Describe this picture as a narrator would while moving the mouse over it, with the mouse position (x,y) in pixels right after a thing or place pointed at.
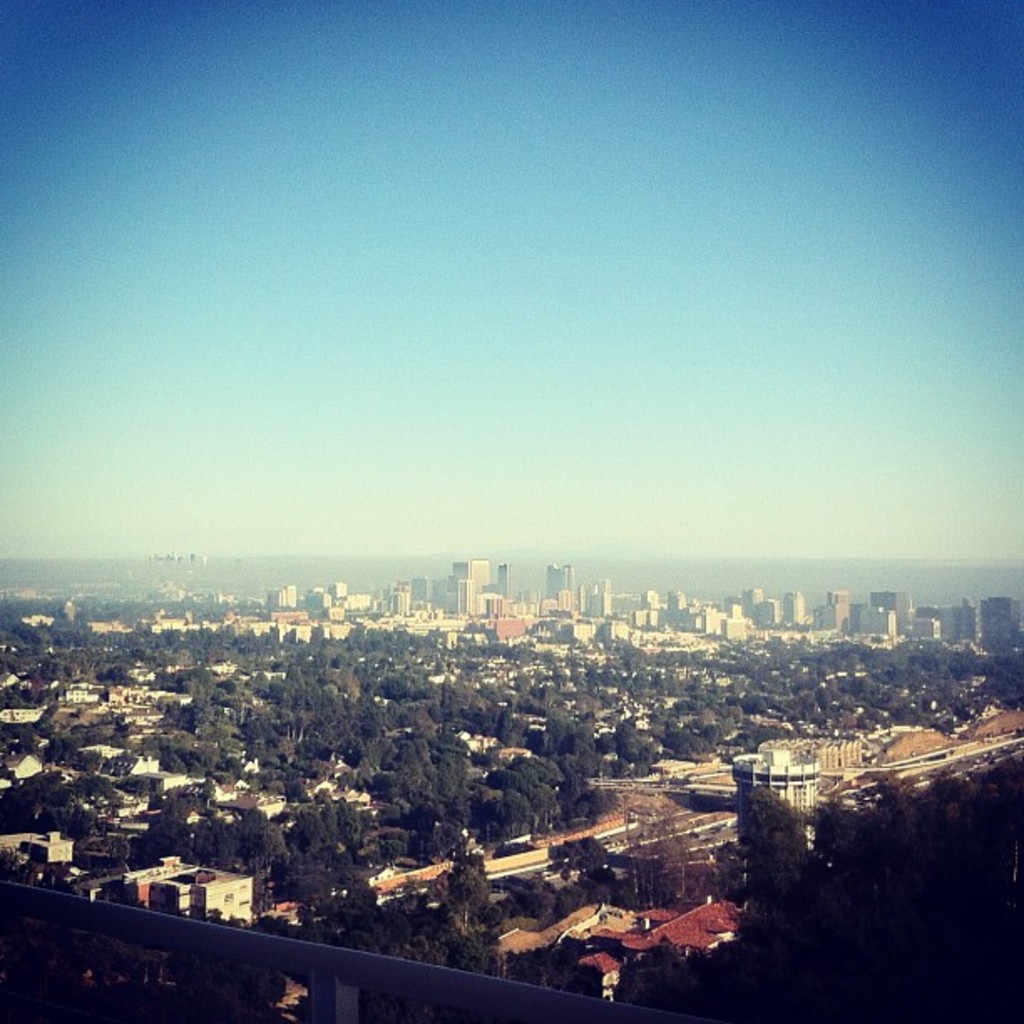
This is an outside view. At the bottom (472,692), I can see many trees (483,890) and buildings (209,871). At the top of the image (408,166) I can see the sky (176,359).
